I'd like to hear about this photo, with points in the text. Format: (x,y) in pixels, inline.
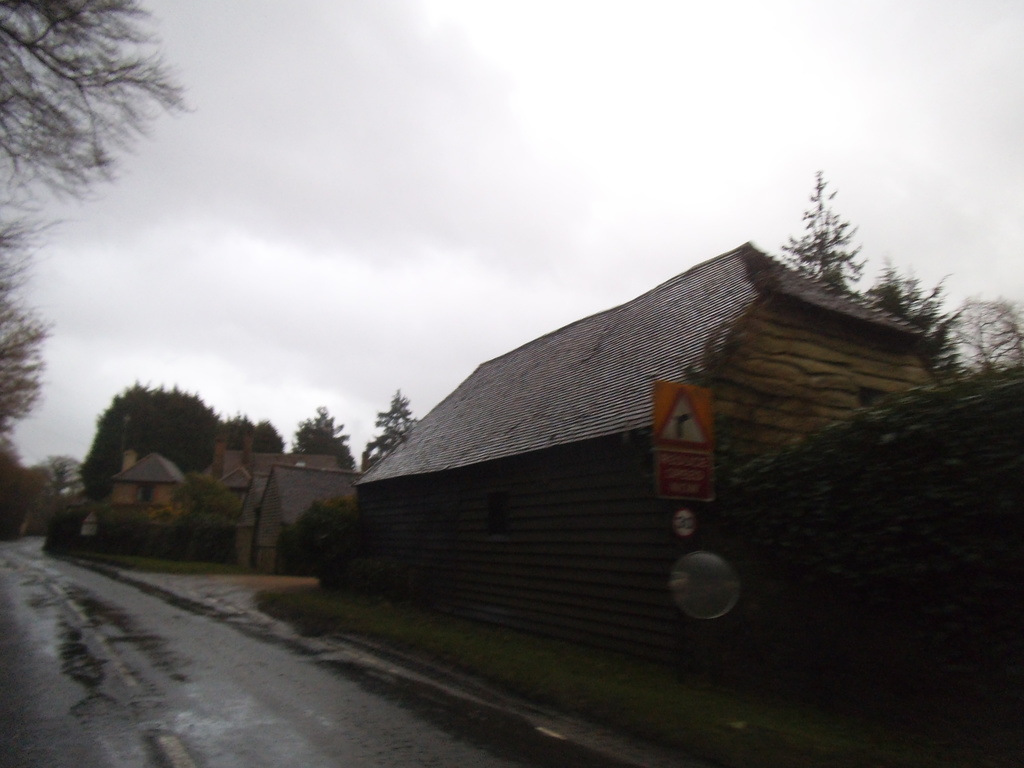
On the right side of the image (702,517) there are houses (418,460) and trees (183,461). On the left side of the image (14,506) there are trees (33,514), in the middle of them there is a road (219,647). In the background (447,179) there is the sky (659,153).
